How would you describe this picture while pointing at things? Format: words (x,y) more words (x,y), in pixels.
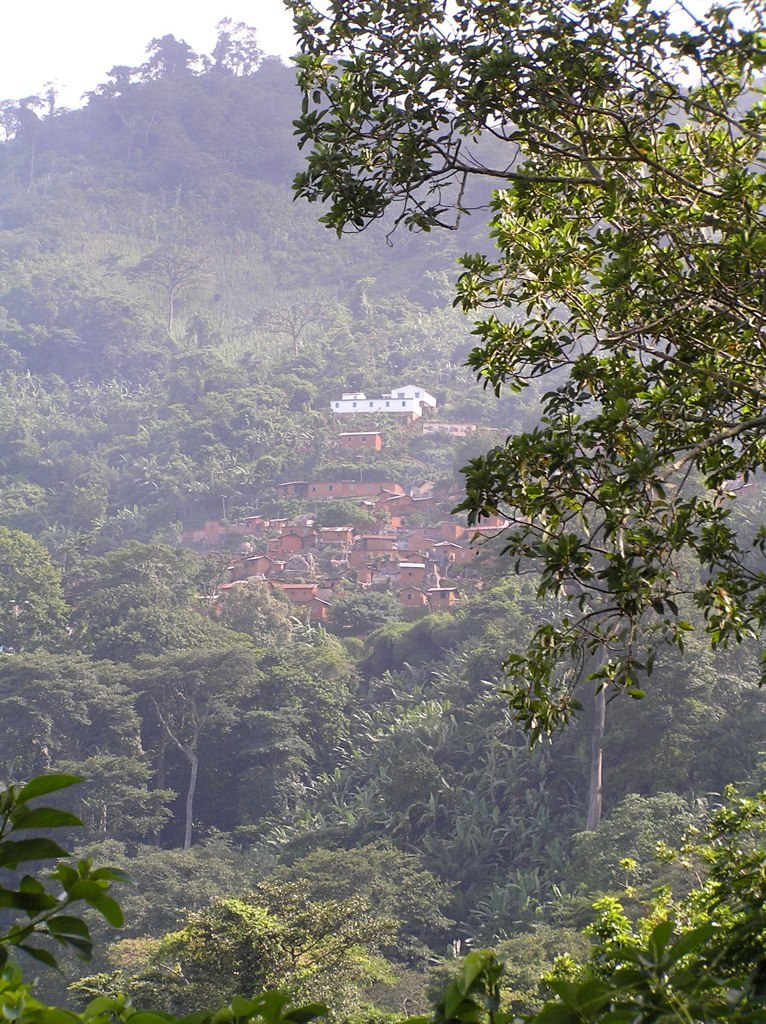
In this image we can see trees (421,347) and buildings (434,528).
